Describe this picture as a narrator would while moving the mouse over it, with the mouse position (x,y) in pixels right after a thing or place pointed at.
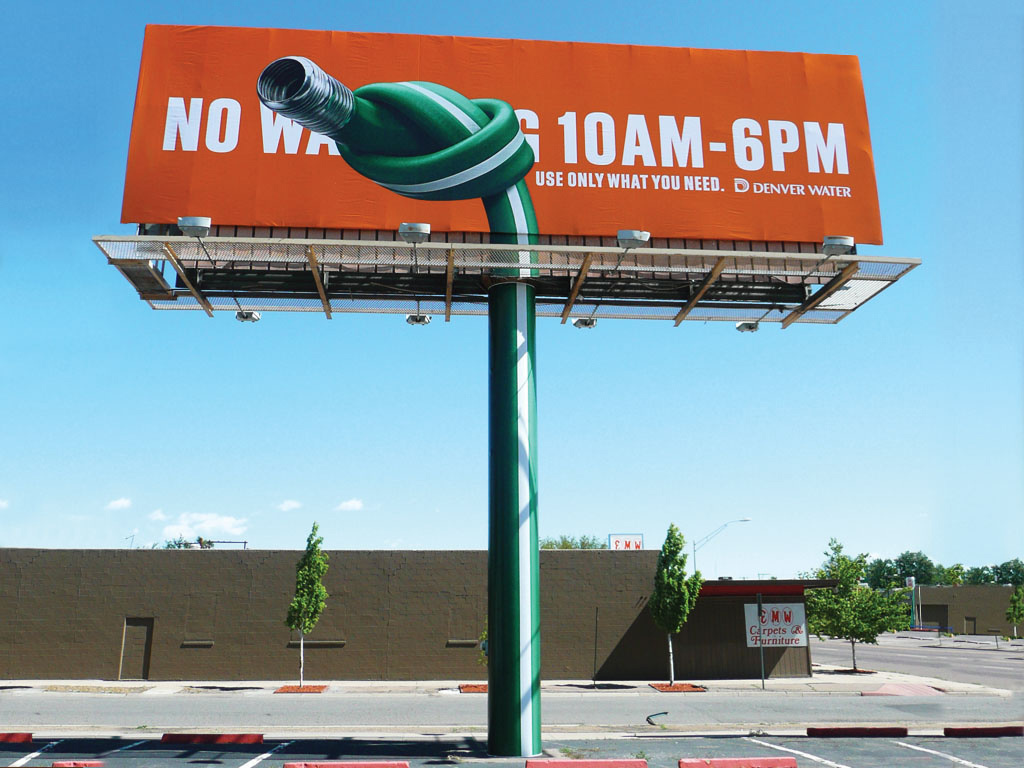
In this picture we can see a board (417,49), pipeline (537,588) behind we can see some trees (312,546), wall (431,660).
